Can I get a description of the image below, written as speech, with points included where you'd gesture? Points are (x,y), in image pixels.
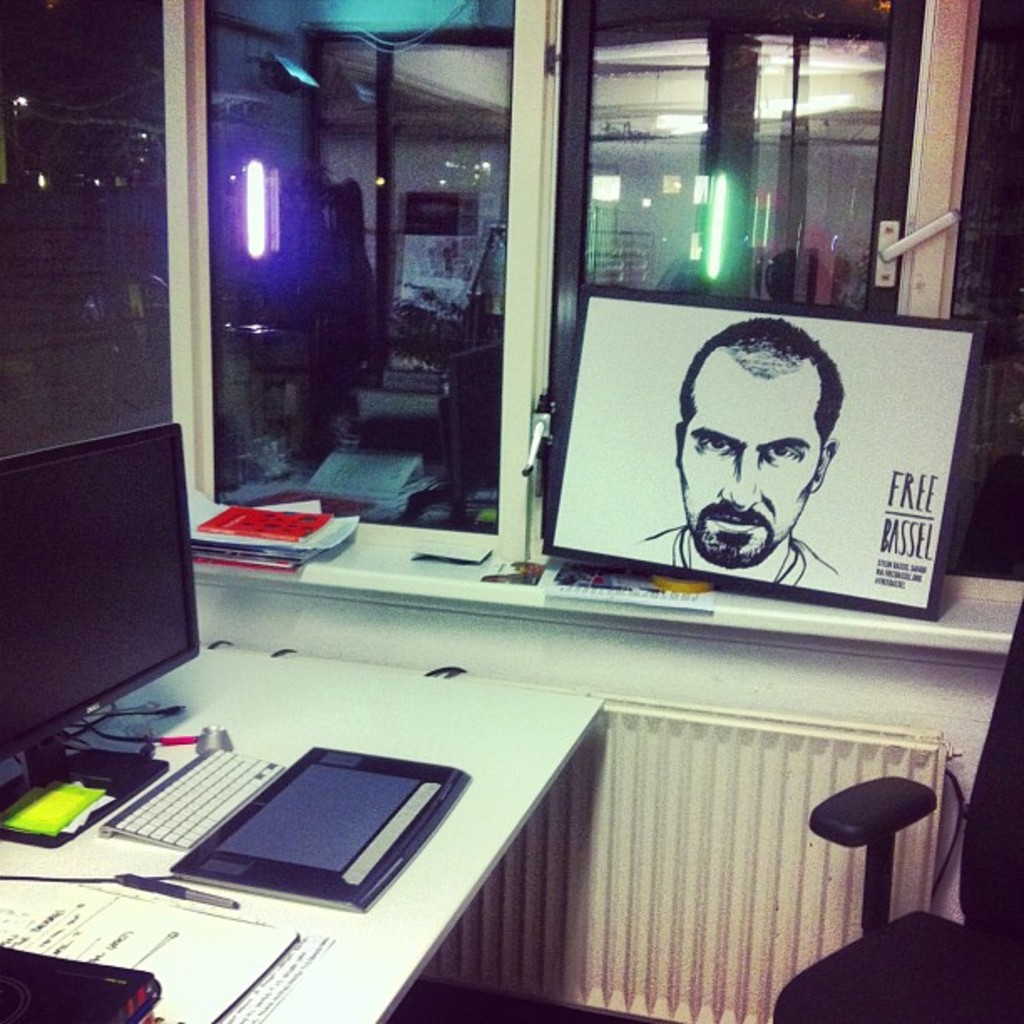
In this image we can see an inside view of a building (592,677), there is a glass window (637,139), there are papers (324,539) a board (711,479) with text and picture (756,396) of a man (766,438), there is a chair (977,836) and table (381,907), on the table (450,888) there is a system (93,662), keyboard (190,781), papers (213,914), a pen (213,898) and few objects (336,767) on the table (488,760).
